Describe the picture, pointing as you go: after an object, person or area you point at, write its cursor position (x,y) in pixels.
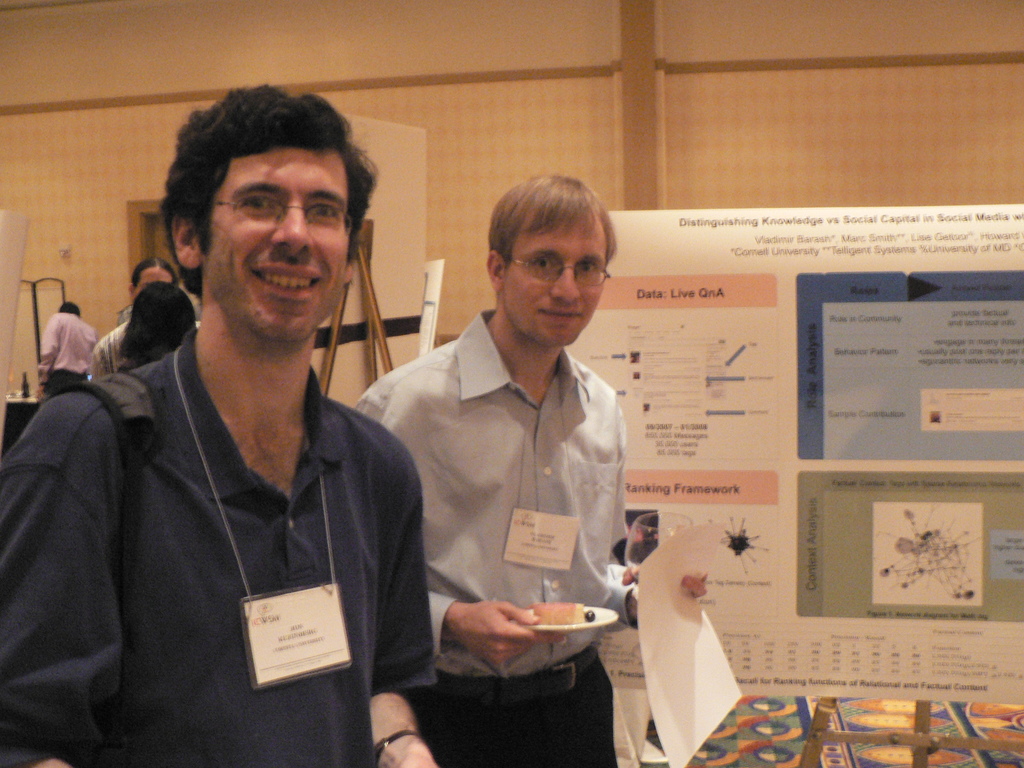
In the foreground (186,380) I can see a group of people (247,700). In the background (399,90) I can see a wall (688,136), door (157,252) and poster (846,511). This image is taken in a hall (134,251).
